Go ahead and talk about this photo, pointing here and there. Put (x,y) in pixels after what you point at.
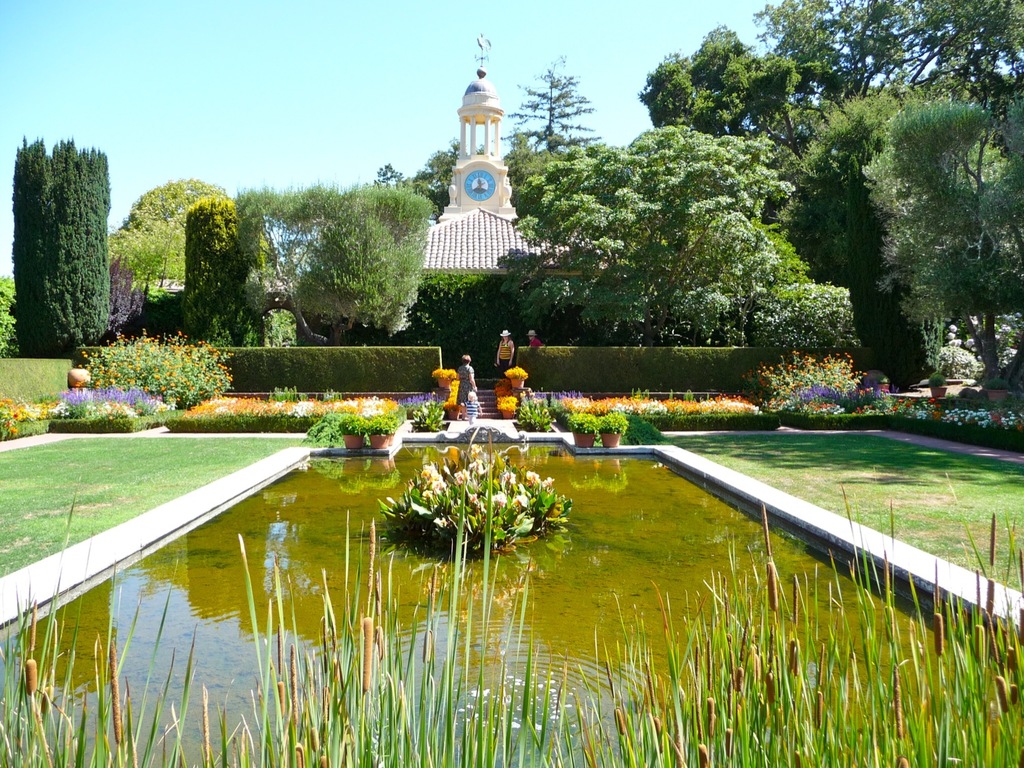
In this picture we can see Filoli museum (480,236), at the bottom (436,675) there is water (541,628), on the right side (903,522) and left side (39,487) there is grass (56,459), in the background (686,389) we can see some plants (193,395), flowers (189,386), shrubs (717,374) and trees (363,281), there is the sky (342,58) at the top of the picture (248,56), we can see some people (502,349) are standing in the middle (464,380).
